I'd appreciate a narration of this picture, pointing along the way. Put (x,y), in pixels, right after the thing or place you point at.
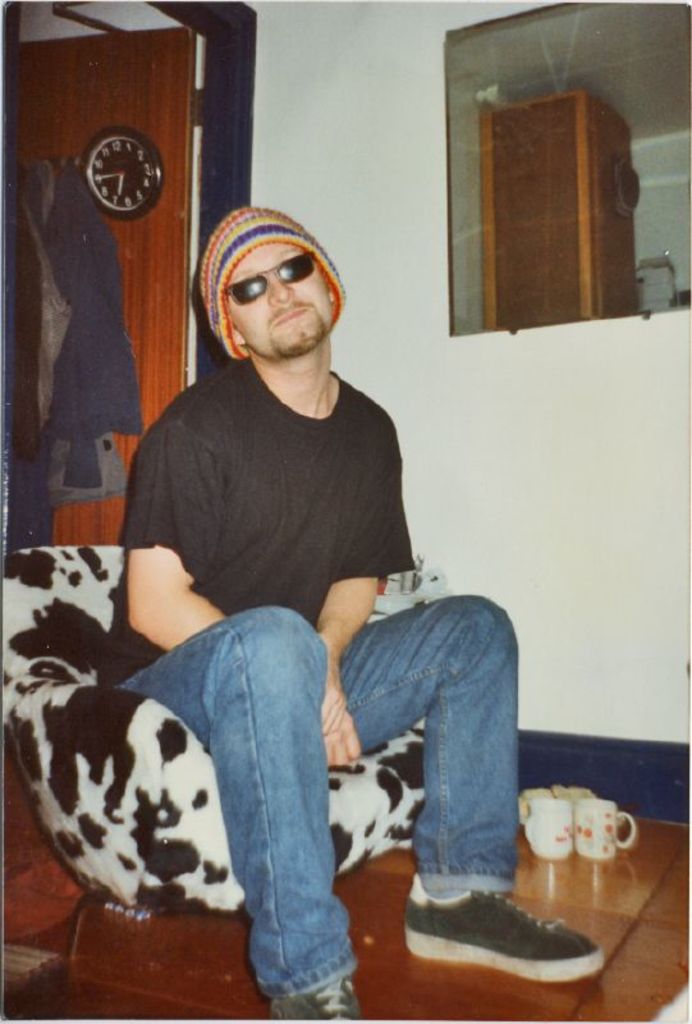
In this picture we can see a man (143,663) is seated on the chair (143,752) besides to him we can see some cups (569,814), in the background (133,188) there is a clock (109,174) and mirror (562,203).
